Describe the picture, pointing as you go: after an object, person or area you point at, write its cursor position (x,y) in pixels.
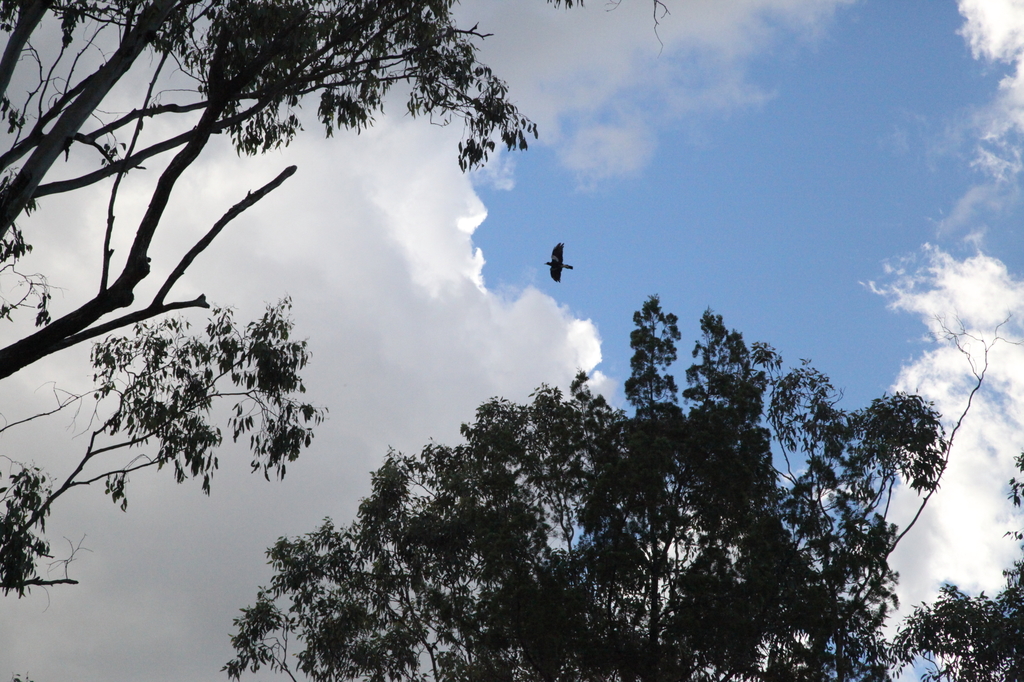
In this image, we can see some trees (761,532). There is a bird (560,257) in the middle of the image (560,277). There are clouds (937,367) in the sky (904,51).
